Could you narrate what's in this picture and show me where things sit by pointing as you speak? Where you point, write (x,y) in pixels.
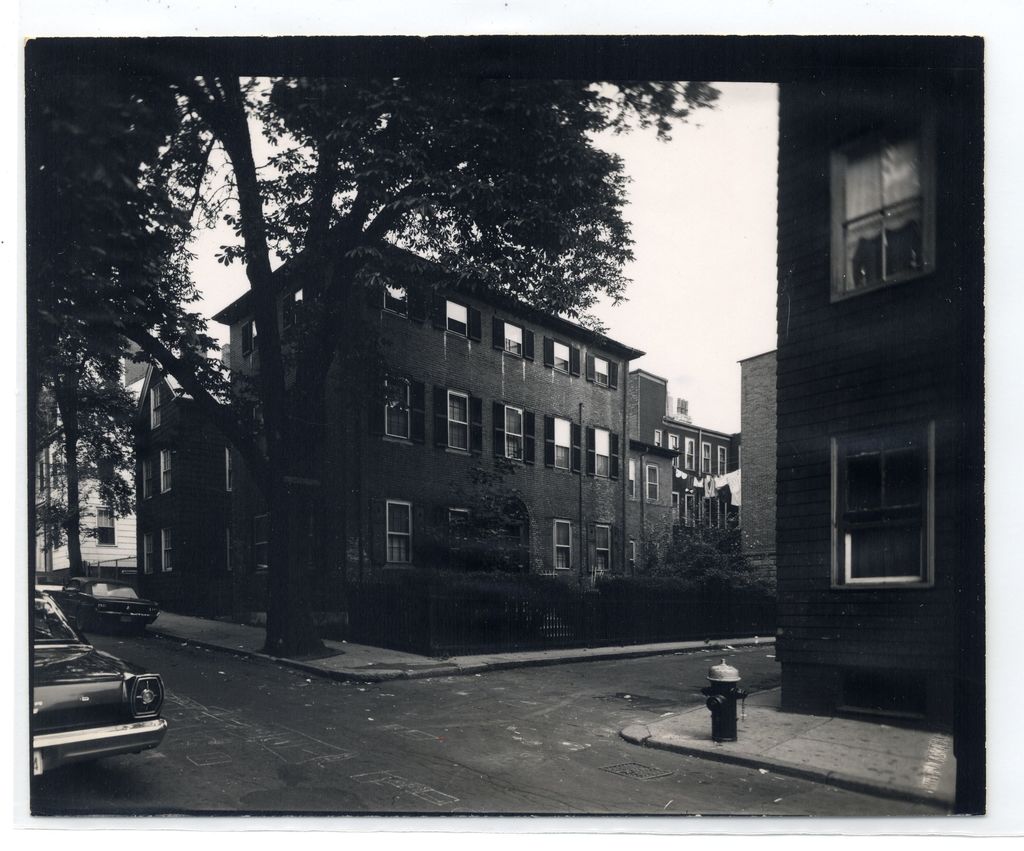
In this picture there are buildings (558,437) and trees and there are vehicles (122,691) on the road (144,659). In the foreground (730,697) there is a fire hydrant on the footpath (709,746). At the top (710,175) there is sky (711,231). At the bottom (480,742) there is a road (508,680).
